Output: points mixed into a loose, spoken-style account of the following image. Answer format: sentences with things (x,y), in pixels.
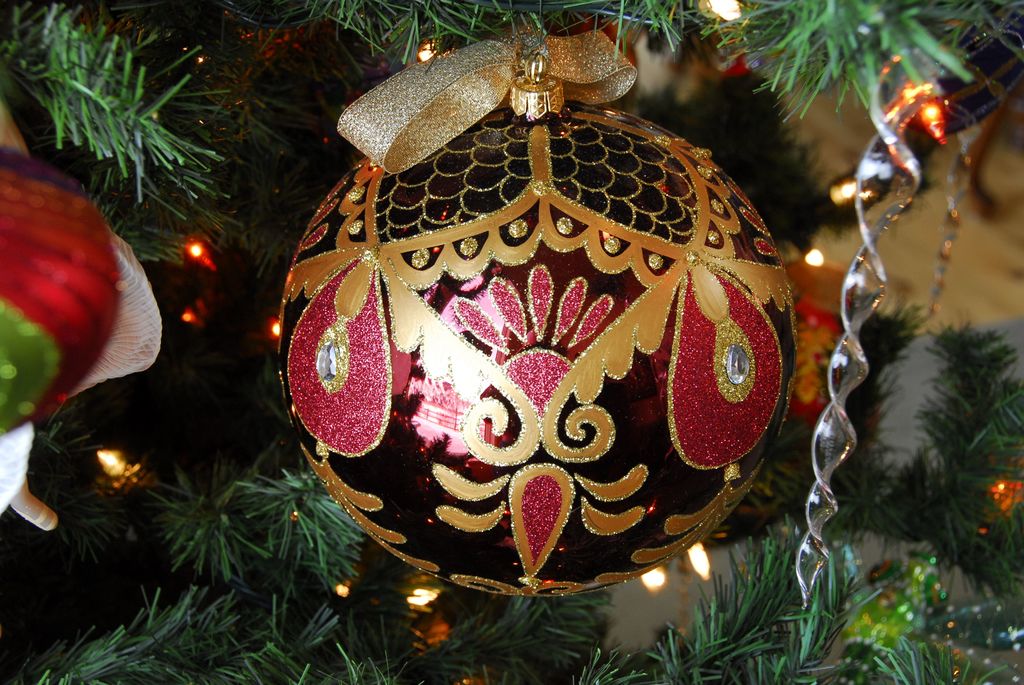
In this image I can see a tree (178,95) which is green in color and to it I can see few lights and few decorative items (334,324).
